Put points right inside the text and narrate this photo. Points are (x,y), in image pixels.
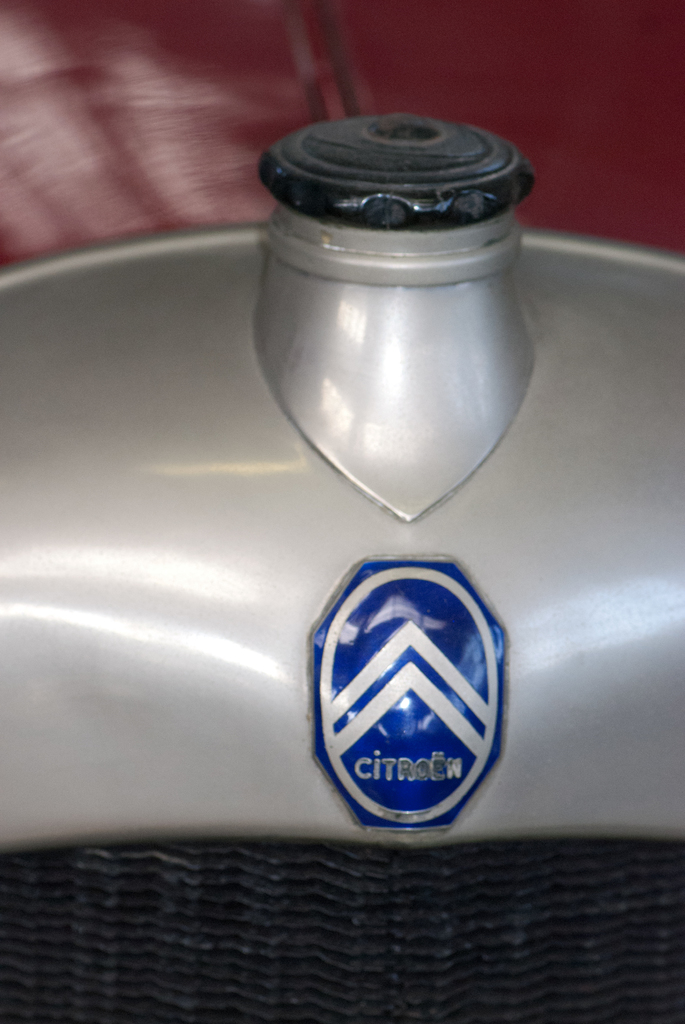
In this image I can see the black and grey color object (291,571) and blue color badge (417,713) is attached to it. Background (603,31) is in maroon color.
